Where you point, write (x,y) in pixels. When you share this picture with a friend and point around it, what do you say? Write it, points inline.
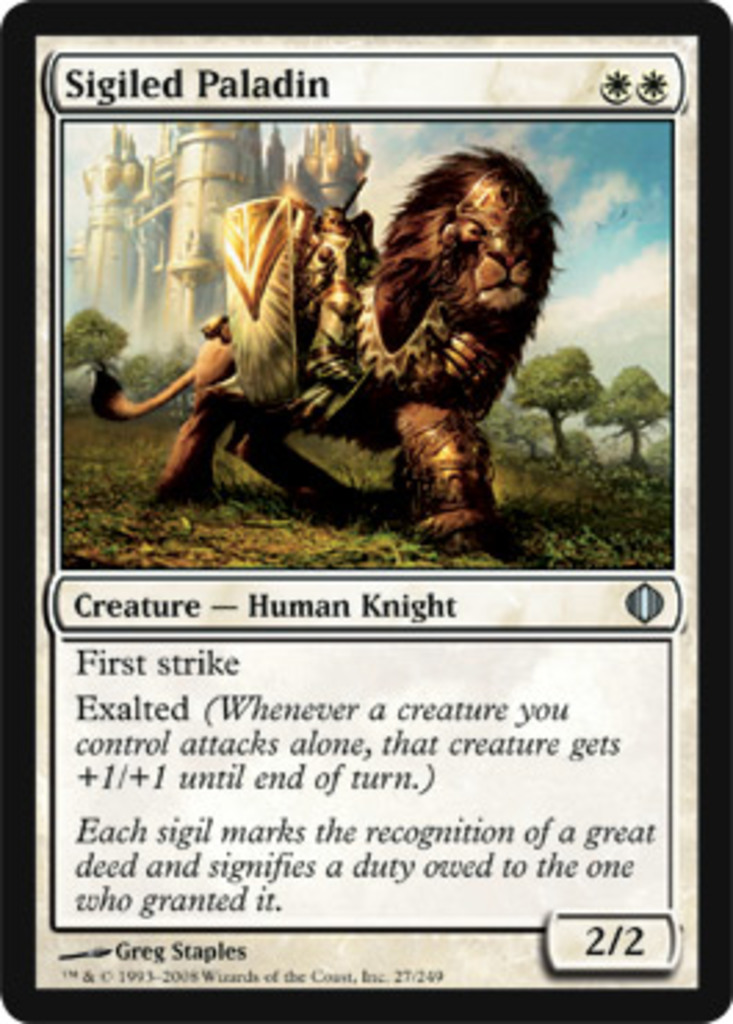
In this picture we can see poster (292,416), on this poster (506,387) we can see lion (217,416), person (343,402), trees (531,402), building (166,130), sky (151,142) and some information (236,900).
